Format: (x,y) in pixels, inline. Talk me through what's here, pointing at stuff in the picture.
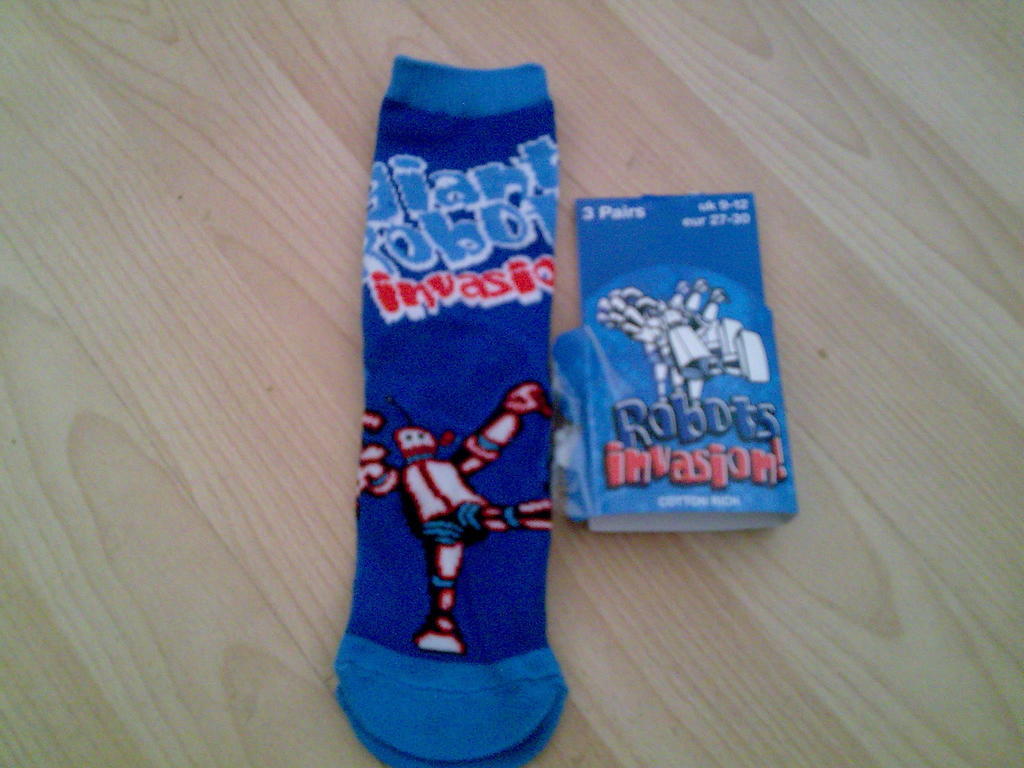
here we see a socks (477,333) on the table (298,136). the socks (426,138) is printed with the text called giant robots invasion and we can see a cartoon (432,652) on it.
